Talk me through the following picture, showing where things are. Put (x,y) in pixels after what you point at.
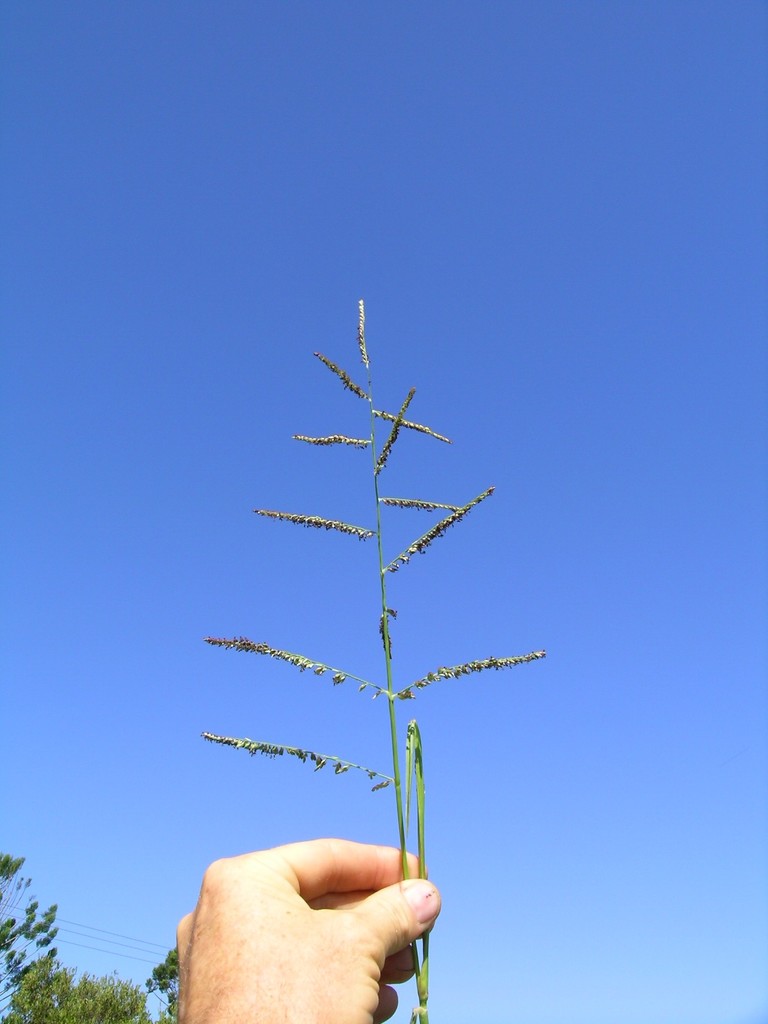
In this image I can see hand (282,868) of a person (335,865) in the front (429,905) and in this hand (368,923) I can see grass (521,664). In the background (313,781) I can see the sky (234,403) and on the bottom left corner of this image (109,977) I can see green leaves (48,990) and few wires (107,933).
